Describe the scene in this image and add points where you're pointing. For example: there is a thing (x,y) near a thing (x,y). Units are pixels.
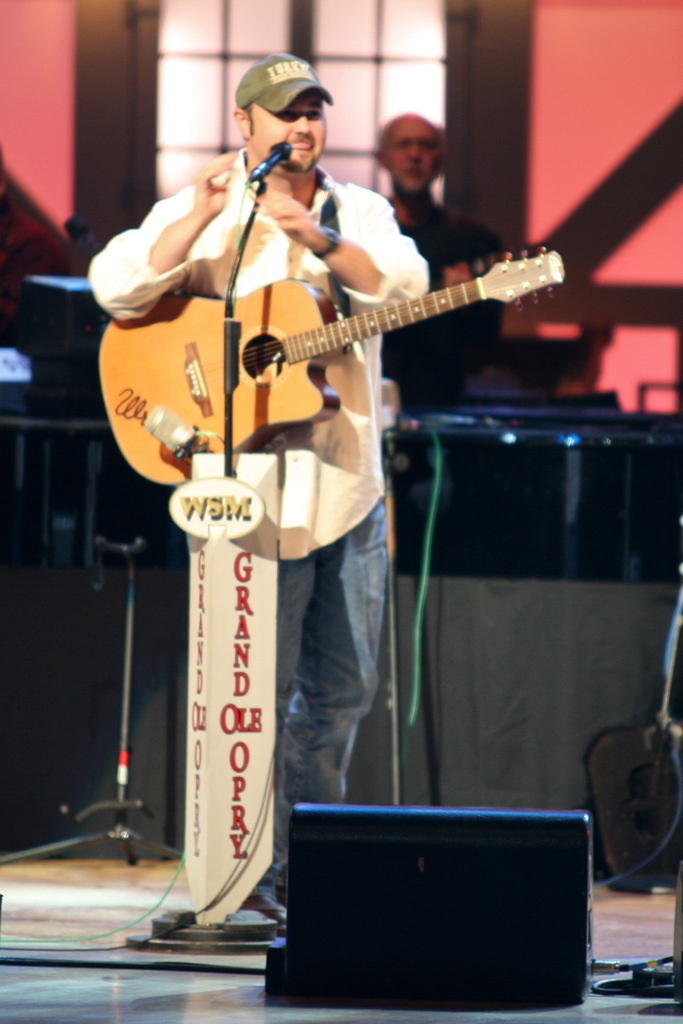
In a picture we can see a man (200,256) holding a guitar (124,360) and he is standing the front of microphone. In the background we can see one more person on a window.
